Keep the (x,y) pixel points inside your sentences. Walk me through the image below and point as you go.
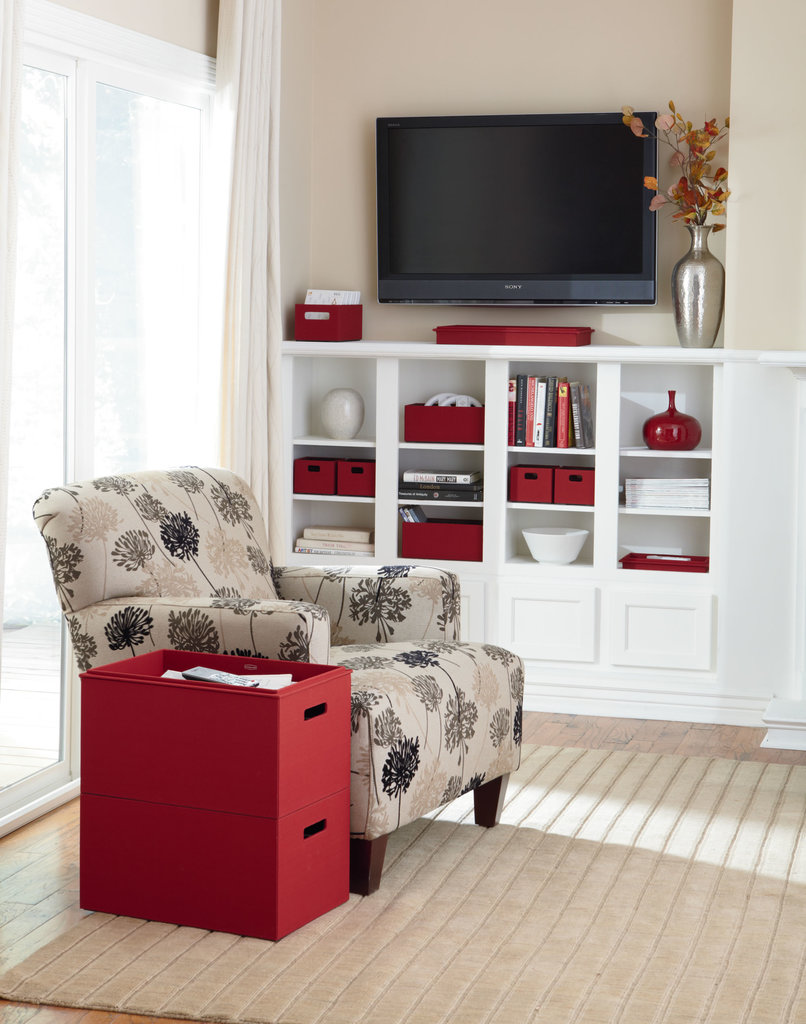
In this image we can see a sofa (353,699) with some design (513,720) printed on it and beside the sofa (400,711) we can see a desk (256,898) which is red in color and there is a remote (208,667) in it at the back of the sofa (125,566) we have a long glass window (205,134) where there is also a white color curtain (255,430) and beside the curtain (274,245) we have a wall (353,129) where a TV (456,126) is fitted to the wall (662,282) and below the TV (390,140) we have a shelf (625,685) where we can see some objects (429,416) are placed in it like books (541,423) and all and we also have a flower pot (697,253) over here which has some flowers (695,160) in it.
